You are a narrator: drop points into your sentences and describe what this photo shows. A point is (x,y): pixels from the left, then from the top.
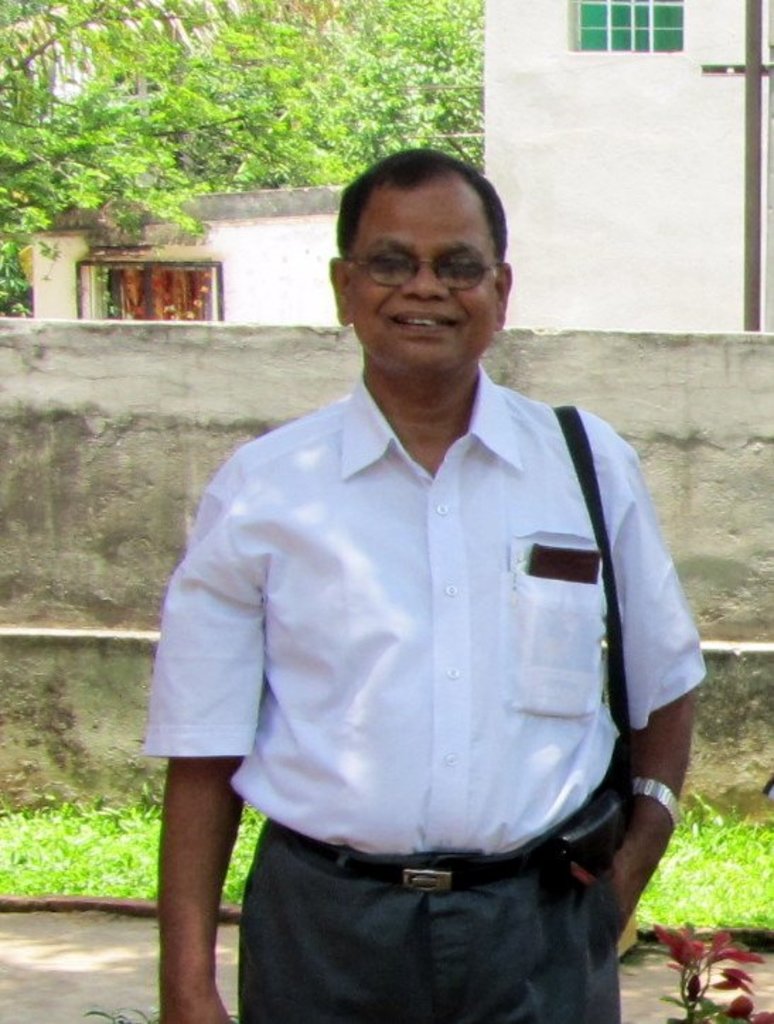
In this image I can see a person (444,516) wearing a white color shirt (650,497) and he is smiling and back side of him I can see building (640,254) and the wall (708,375).
